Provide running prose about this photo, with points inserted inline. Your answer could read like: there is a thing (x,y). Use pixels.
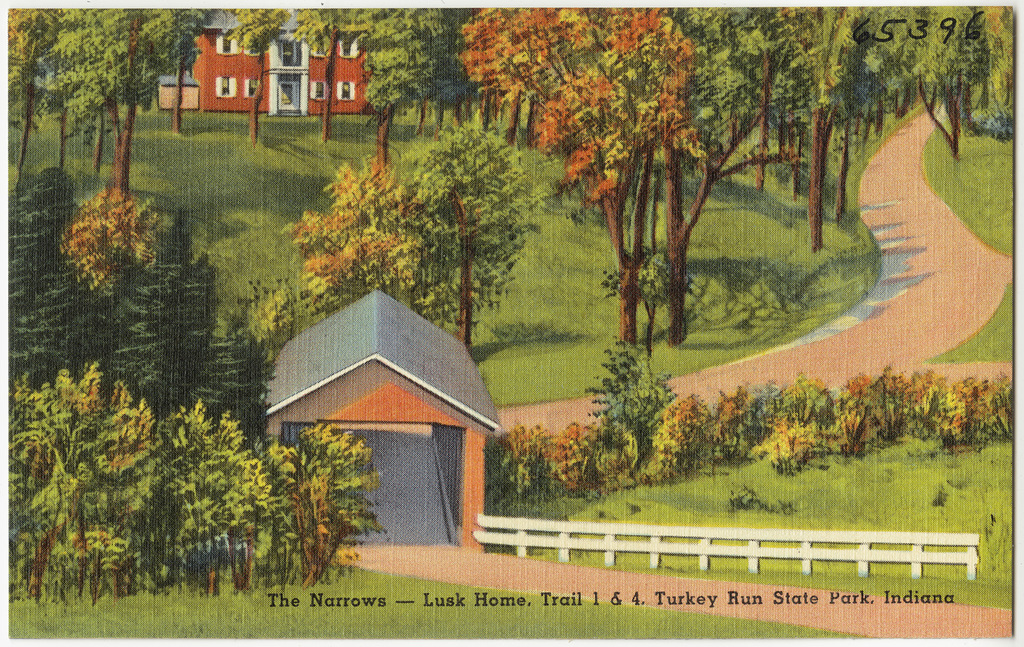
It is a poster. In this poster we can see buildings (400,428), trees (349,465), wooden fence (565,552), road (939,280) and grass (781,323) on the surface (784,476).
